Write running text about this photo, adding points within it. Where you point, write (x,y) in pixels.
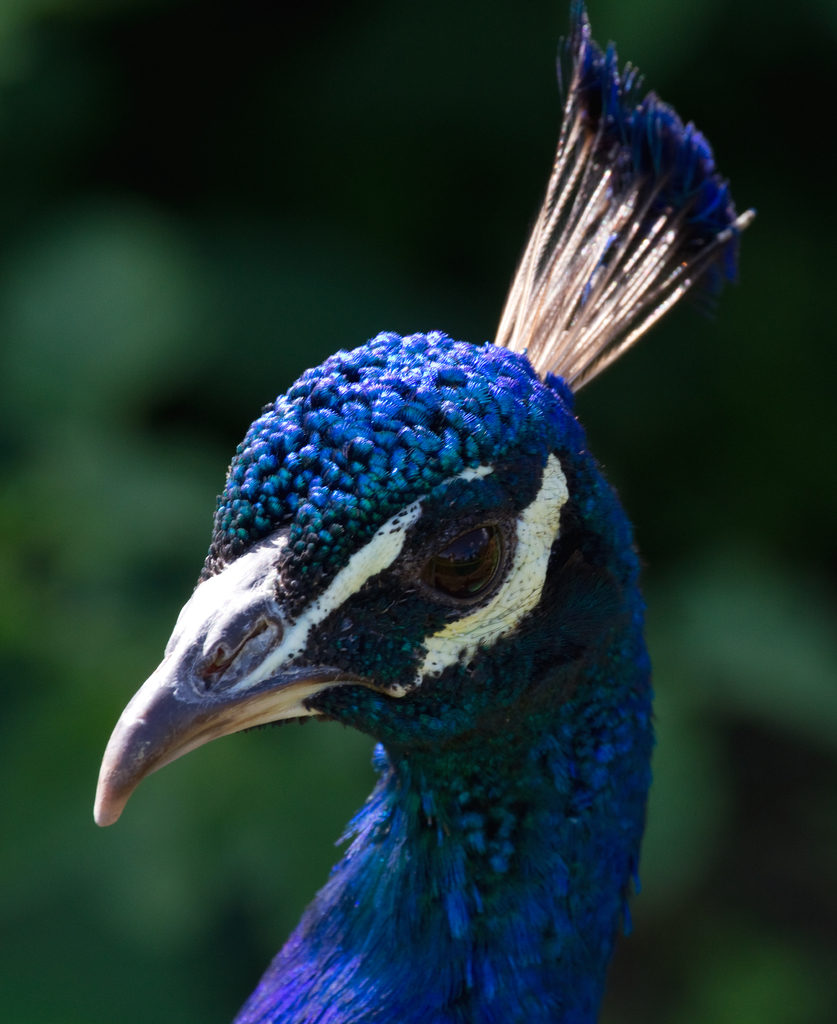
This image consists of the peacock's head (417,625). It has eyes (489,576), beak (180,701). It is in blue color.
